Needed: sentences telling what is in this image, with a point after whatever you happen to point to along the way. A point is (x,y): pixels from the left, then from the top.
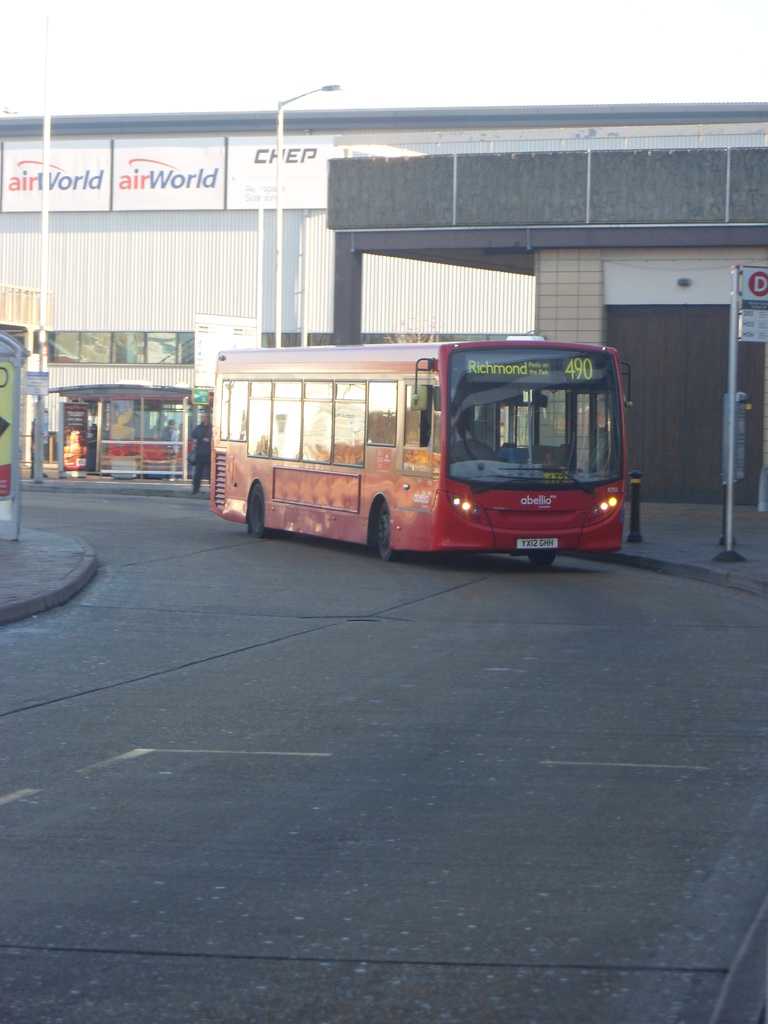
In this picture we can see vehicle (362,489) on the road (337,618), side we can see some buildings (502,211), shops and some boards (81,415).
